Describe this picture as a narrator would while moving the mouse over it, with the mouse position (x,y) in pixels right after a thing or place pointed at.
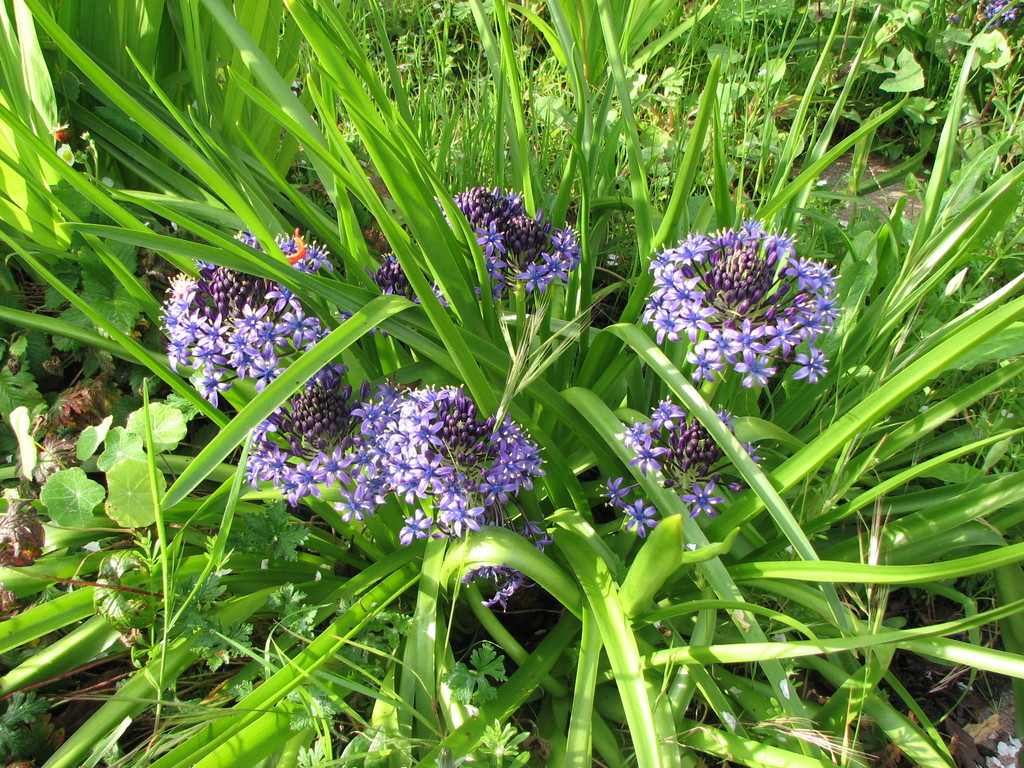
In this picture we can see plants (694,314) with purple flowers (715,506).
